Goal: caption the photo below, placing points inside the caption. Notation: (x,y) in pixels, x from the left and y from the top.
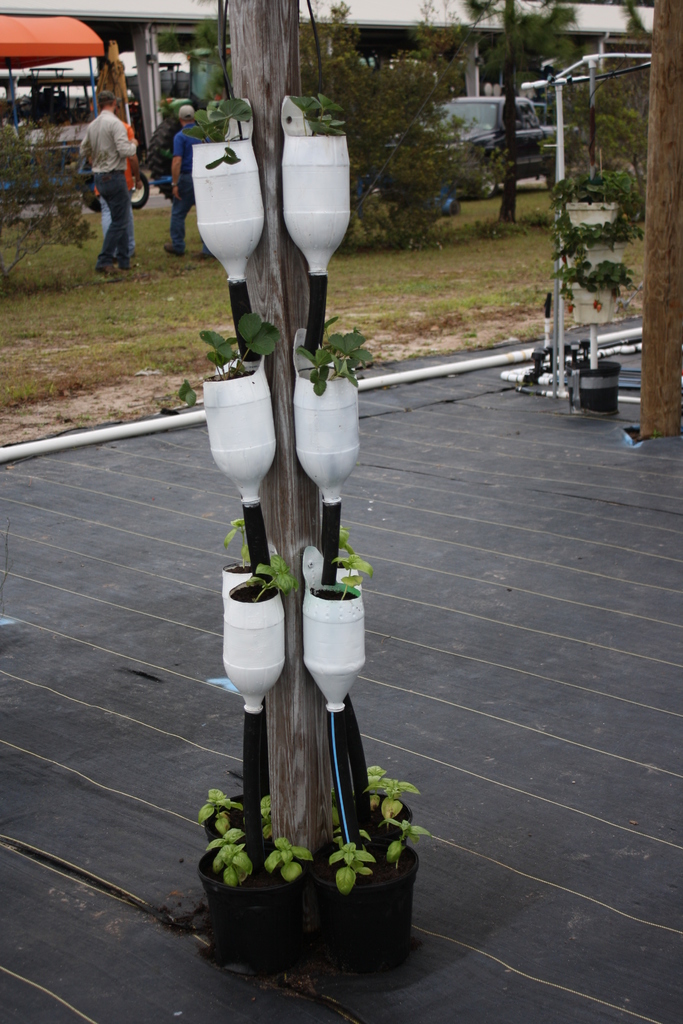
In this image, we can see plants (397,820) attached to the pole (319,715). There are persons (175,170) in the top left of the image (117,187). There is an another pole (653,188) in the top right of the image (650,103). There are some other plants (402,99) at the top of the image (365,74).
